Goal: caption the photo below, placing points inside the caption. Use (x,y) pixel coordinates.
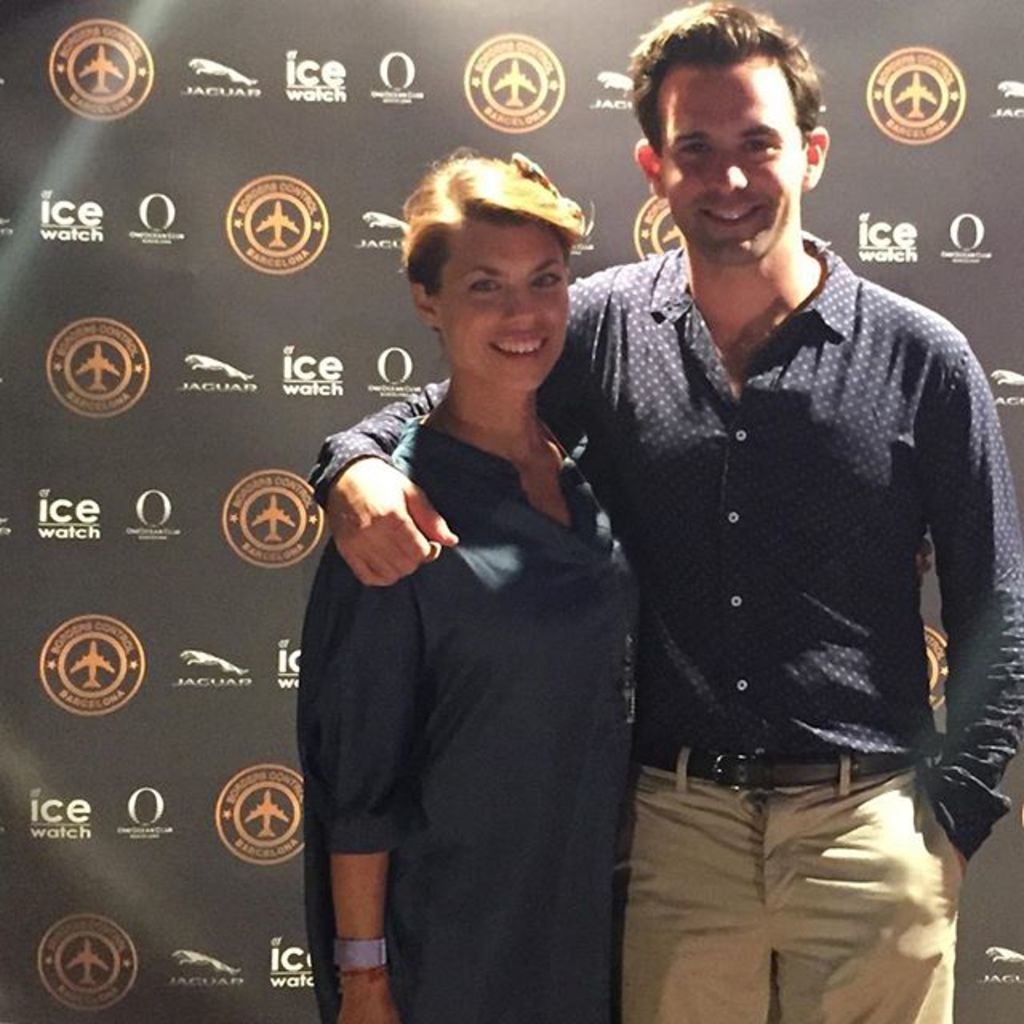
In this picture we can see a man (949,465) and a woman (414,860) standing and smiling and in the background (263,246) we can see a banner (248,292).
